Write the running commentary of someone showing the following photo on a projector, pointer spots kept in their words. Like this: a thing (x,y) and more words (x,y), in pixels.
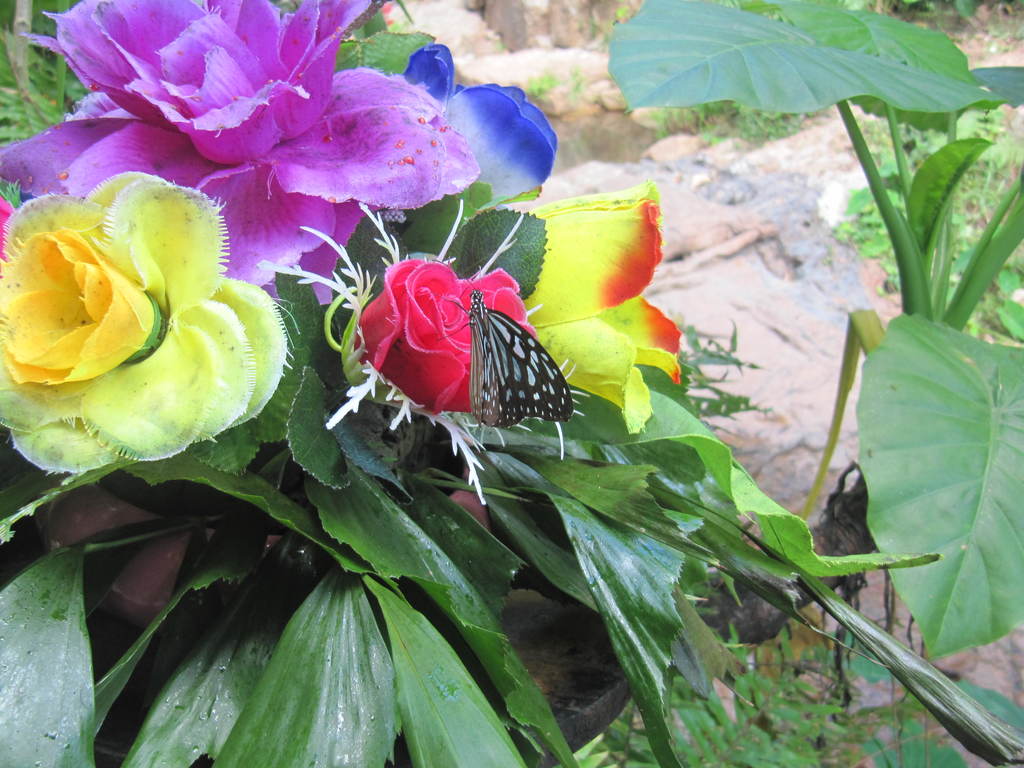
In this image, I can see a butterfly (479,364) on a flower (464,356). This looks like a plant (310,703) with the colorful flowers (620,294). These are the leaves (782,610), which are green in color. In the background (552,73), these look like the rocks (730,229).
